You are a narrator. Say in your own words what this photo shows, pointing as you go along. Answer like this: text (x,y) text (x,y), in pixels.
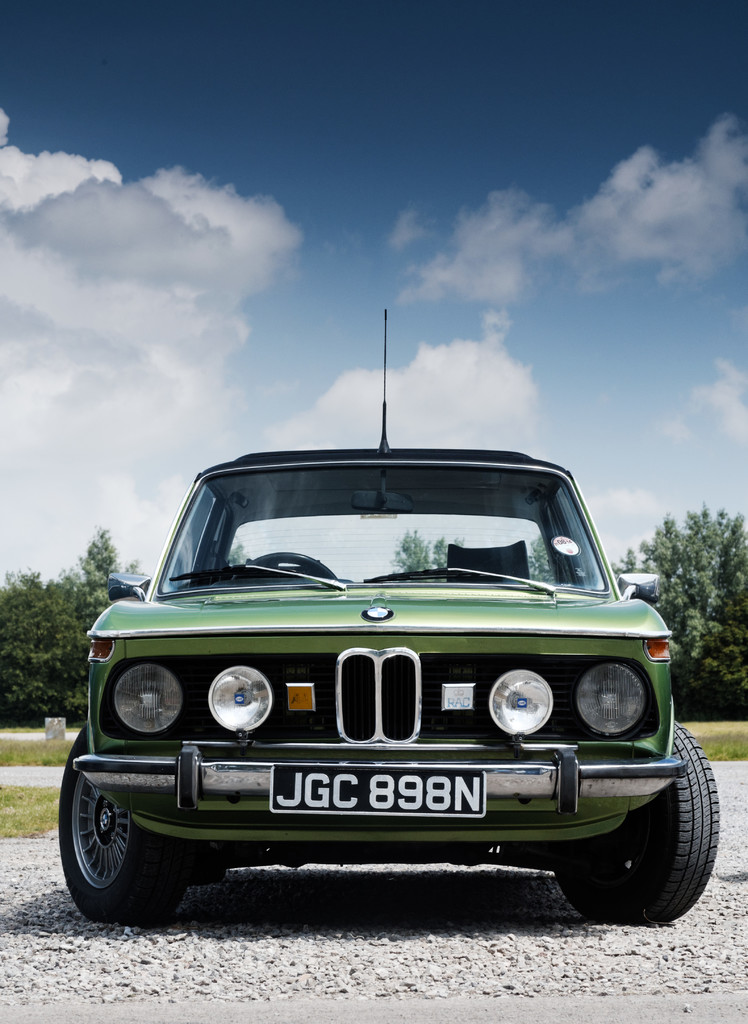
In this image I can see a vehicle (468,636) and the vehicle (441,631) is in green color. Background (18,400) I can see trees (709,642) in green color and the sky (328,157) is in blue and white color.
